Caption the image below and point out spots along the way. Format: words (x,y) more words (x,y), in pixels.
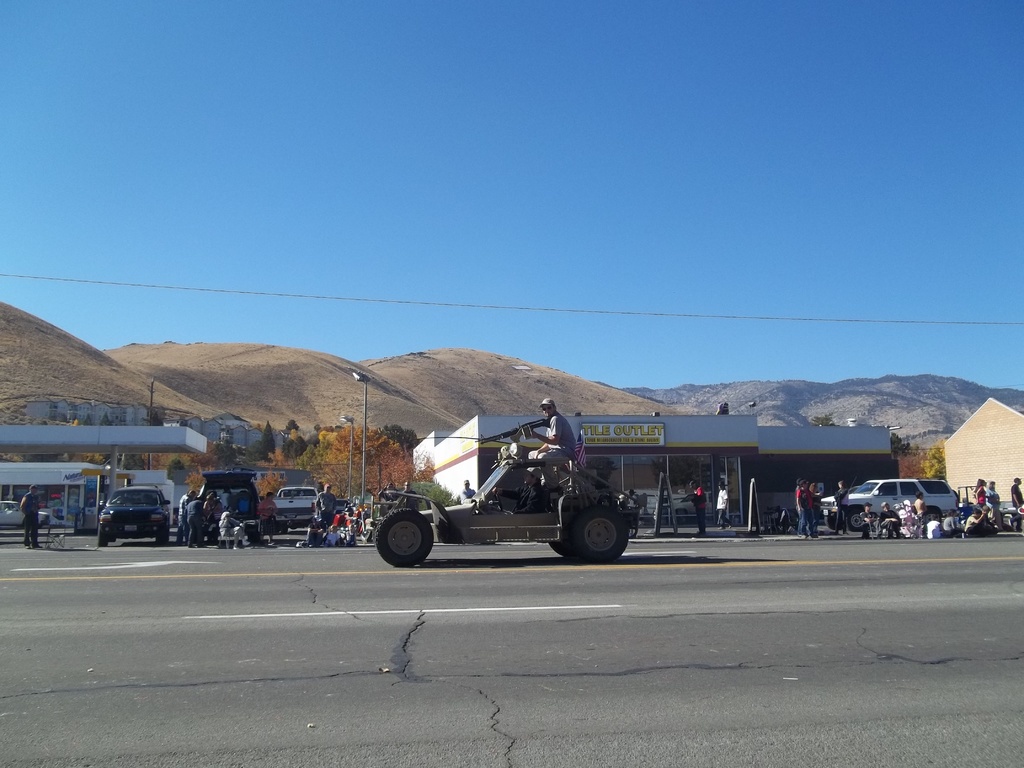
In the image there are few vehicles (213,475) parked beside the road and around the vehicles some people (937,525) are sitting on the road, there is another vehicle (532,539) moving on the road (251,551) and behind the vehicles (852,519) there is a store (846,440) and in the background (100,351) there are small mountains (260,359).
